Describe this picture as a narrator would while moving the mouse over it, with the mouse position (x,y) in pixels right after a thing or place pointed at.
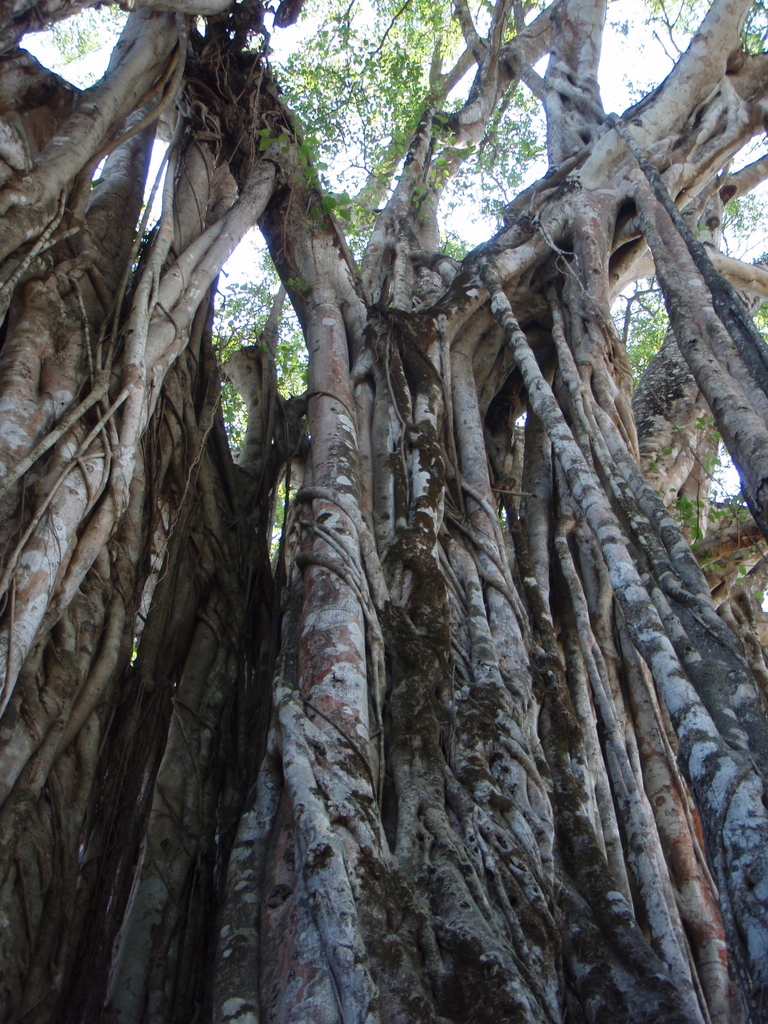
In this image, we can see there are trees (111,216) having branches (170,75) and leaves (324,122). In the background (234,443), there are clouds (668,4) in the sky (765,223).
